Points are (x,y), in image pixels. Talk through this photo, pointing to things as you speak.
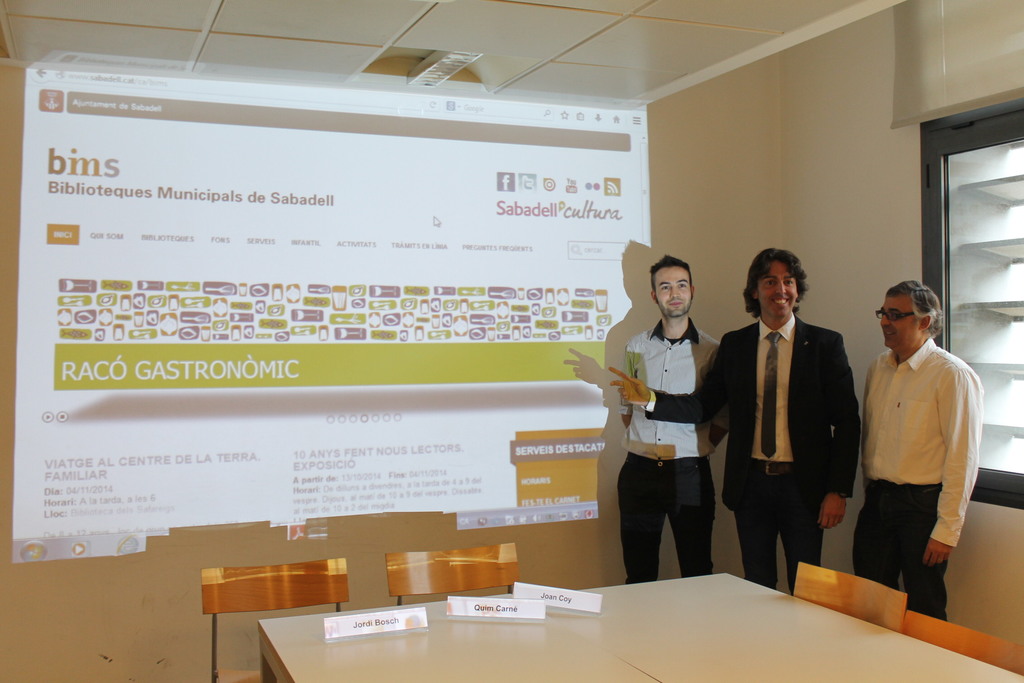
In this picture we can see three persons (878,529) standing on the floor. This is table (548,636) and these are the chairs (229,582). On the background (547,376) we can see a screen (297,384). And this is the wall (785,148).
